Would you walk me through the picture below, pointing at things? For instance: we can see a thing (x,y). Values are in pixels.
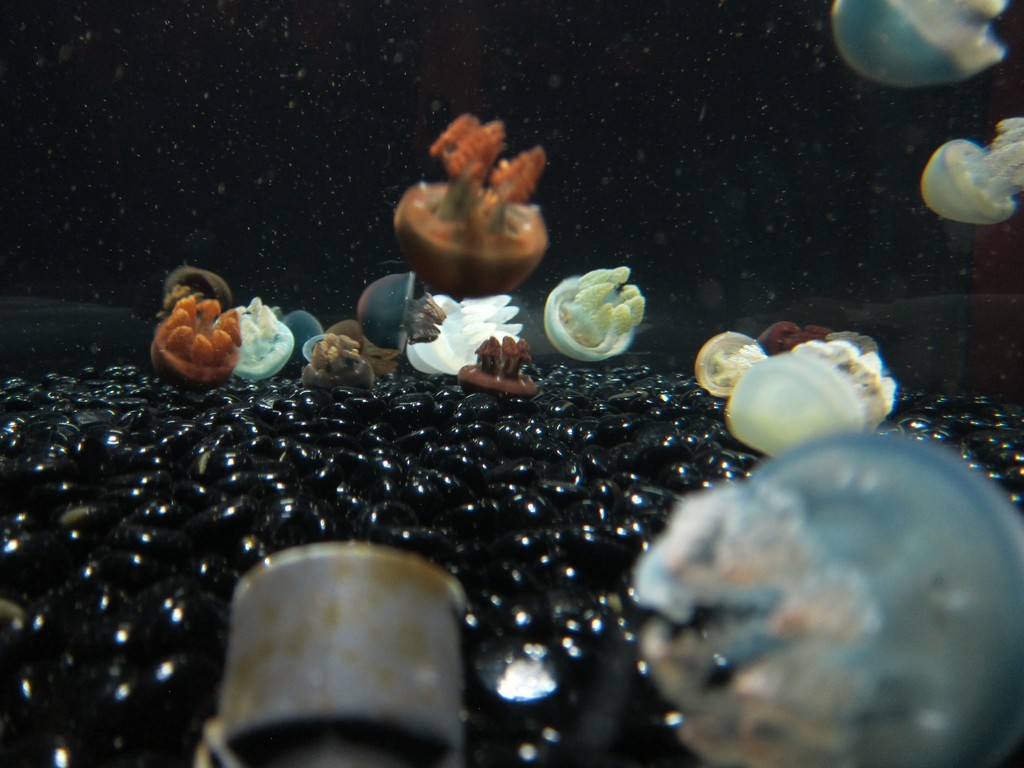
This is underwater. There are many jellyfishes (614,303) and many other things (524,475) in the water (182,147).
